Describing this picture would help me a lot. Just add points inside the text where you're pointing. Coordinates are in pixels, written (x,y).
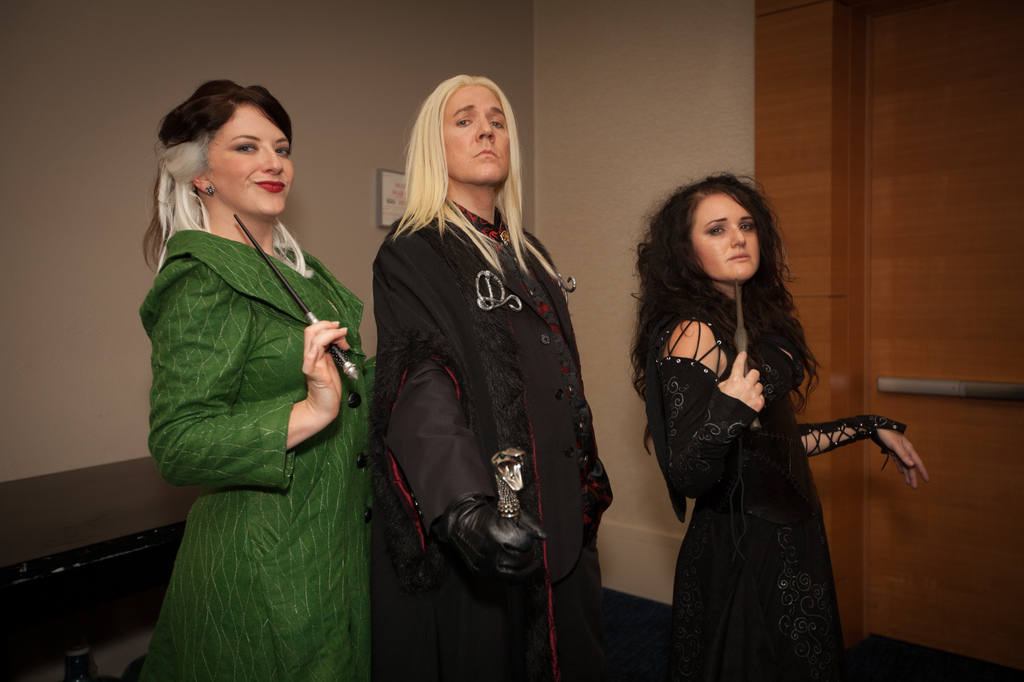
In this image there are three persons (438,380) standing and holding some objects (287,284), and in the background (536,145) there is a wall (611,134).
